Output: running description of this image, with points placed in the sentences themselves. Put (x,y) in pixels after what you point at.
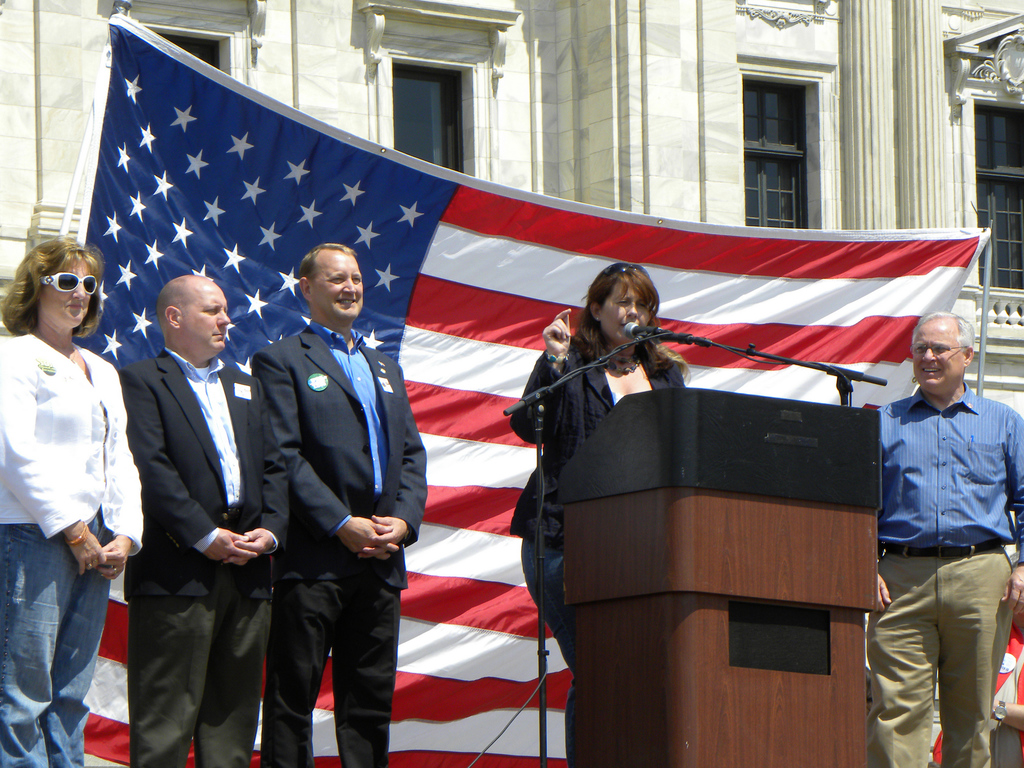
In this picture I can see a podium (760,538) in front (750,437), on which I see a mic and I see a woman (598,354) in front of the podium (652,487). Beside to her I see 3 men (961,387) and another woman (56,391) who are standing and behind them I see a flag (233,289) which is of blue, white and red in color. In the background (479,75) I see a building (493,98).
